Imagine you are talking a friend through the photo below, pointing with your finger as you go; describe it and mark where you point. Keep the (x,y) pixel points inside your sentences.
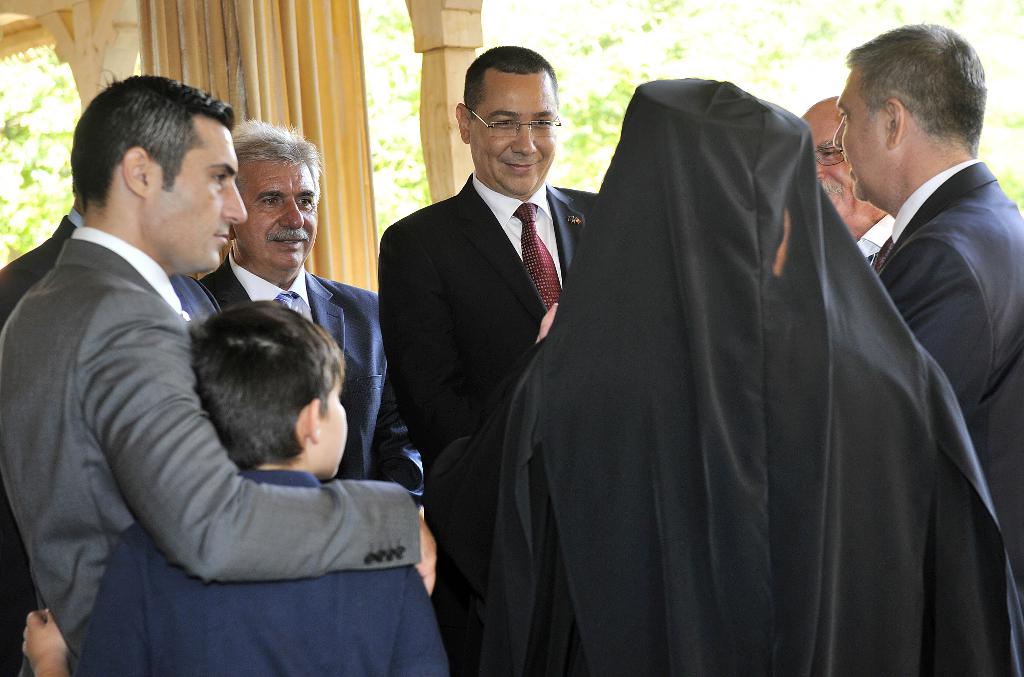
In the foreground of this image (634,595), there are people (942,278). Behind them, there is a curtain (294,105) and wooden poles (93,53). In the background (621,49), there are trees (638,61).
